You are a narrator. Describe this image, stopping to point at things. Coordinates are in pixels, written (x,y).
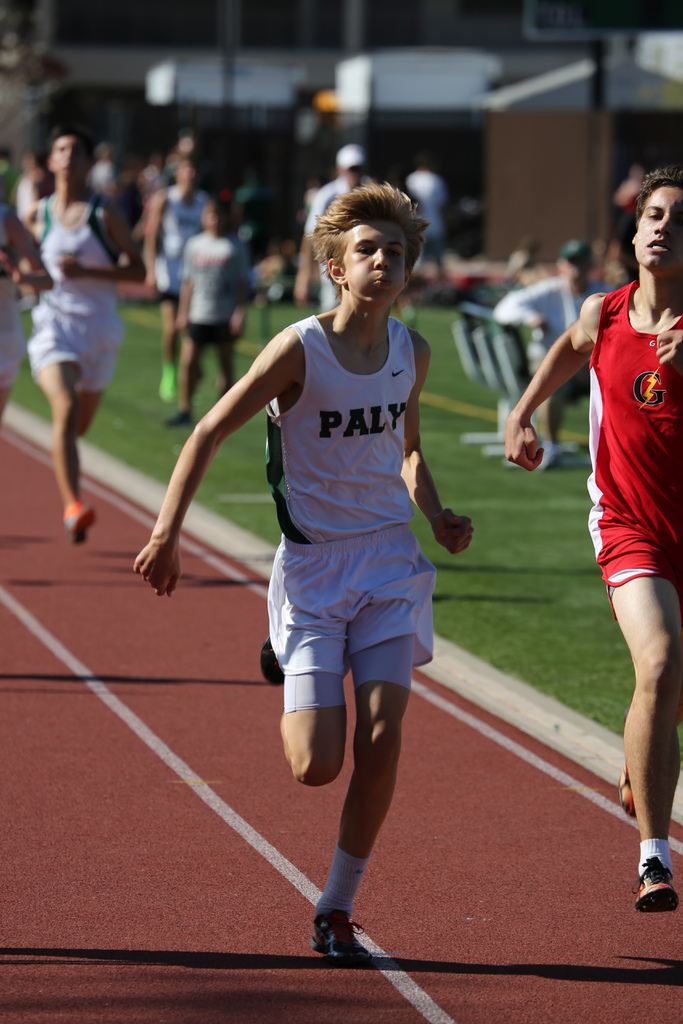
There are people (289,631) running on the ground (255,588) as we can see at the bottom of this image (425,746). We can see some people (529,321) standing in the background (344,171). There is a building (607,136) at the top of this image (479,87).
